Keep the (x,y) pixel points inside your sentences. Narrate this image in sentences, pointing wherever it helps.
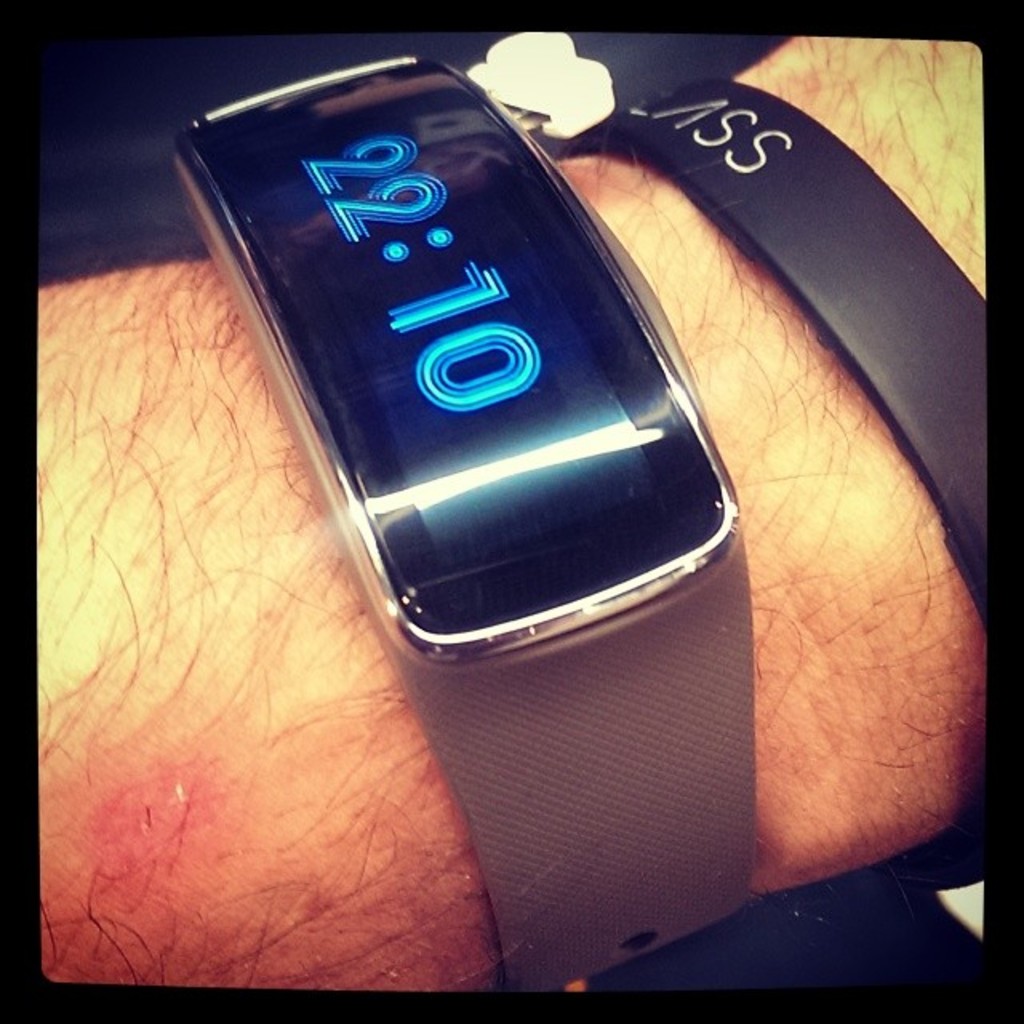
In this image we can see some person's hand (852,556) with the digital watch (535,333) and also the band (786,218). The image has black color borders (991,46).
